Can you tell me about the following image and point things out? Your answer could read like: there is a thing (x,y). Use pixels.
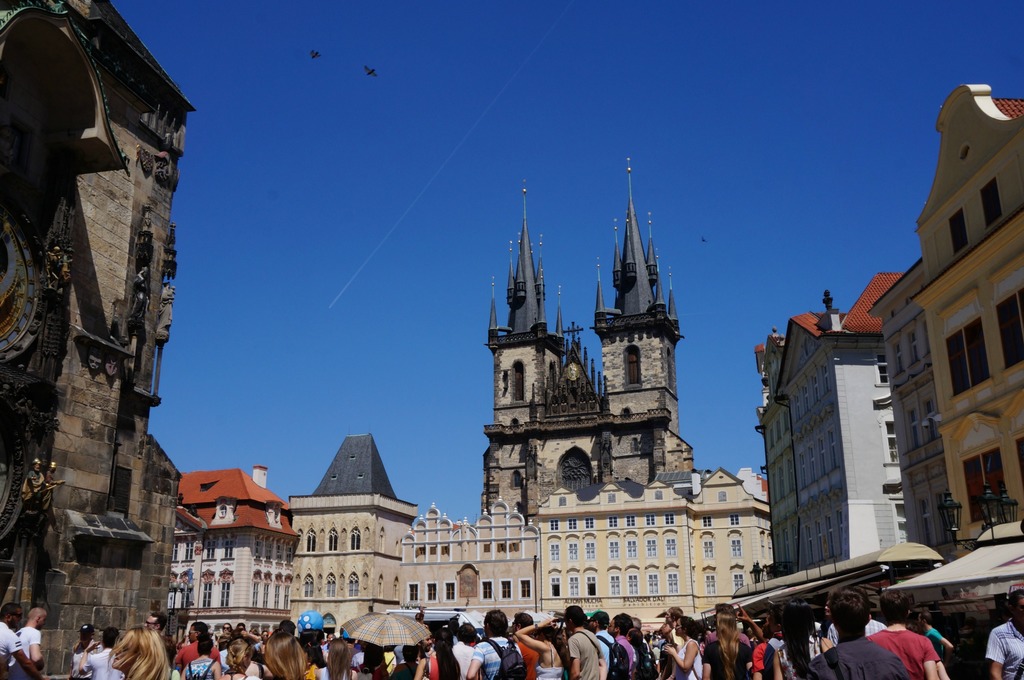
In the foreground of this image (716,639), there are people (844,666) at the bottom (706,666). On either side, there are buildings (993,397). In the background (569,539), there are buildings (681,525), sky (630,118) and few birds (315,57) flying in the air (392,87).
